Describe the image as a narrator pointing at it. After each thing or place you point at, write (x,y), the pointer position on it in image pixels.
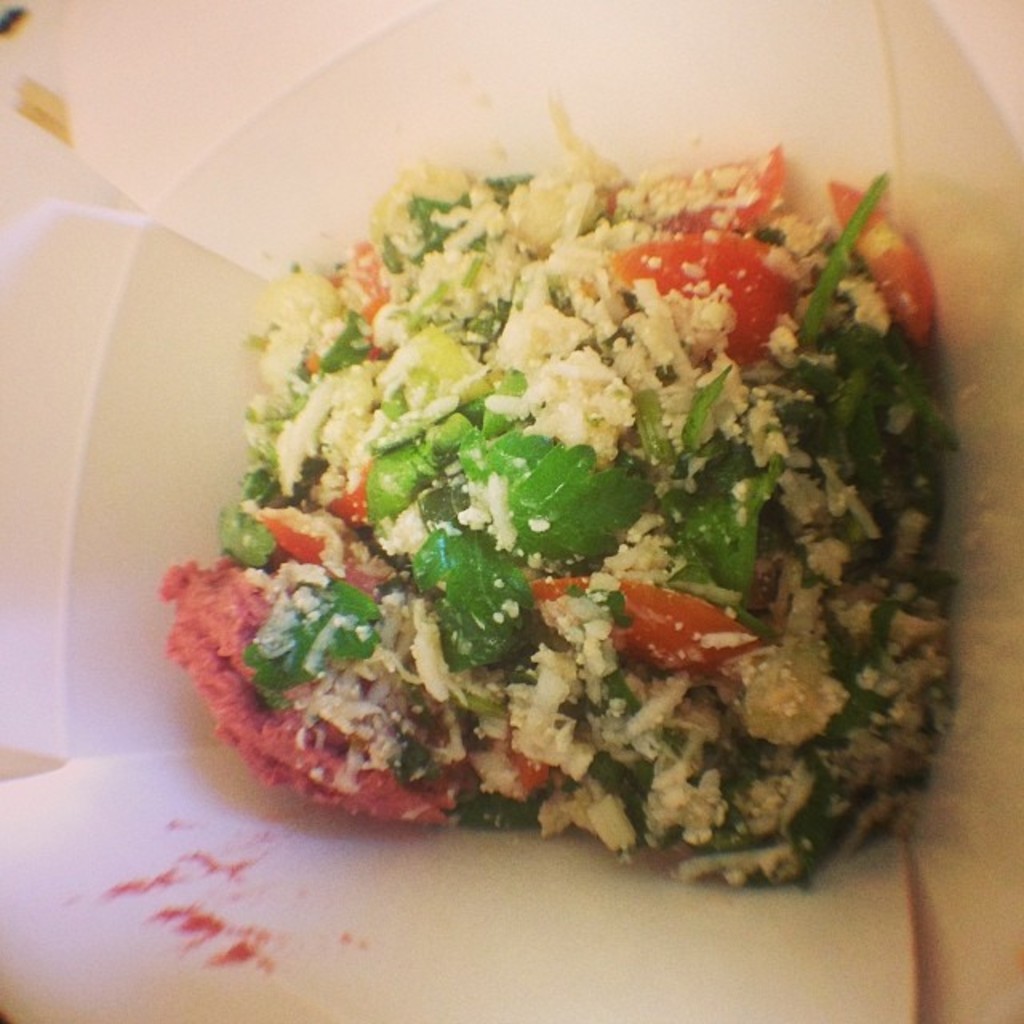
In the image we can see a plate (127,535), in the plate (353,222) there is food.
